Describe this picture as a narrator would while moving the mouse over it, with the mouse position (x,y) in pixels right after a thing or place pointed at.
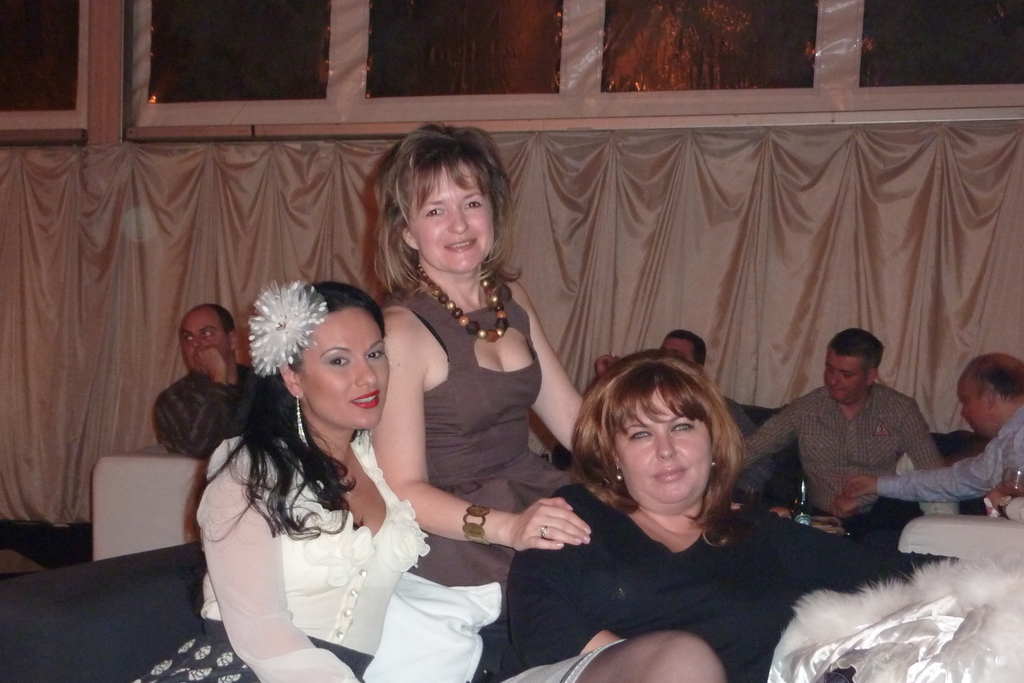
In this image, I can see the groups of people (530,333) sitting. These are the curtains (920,340) hanging. I think these are the windows (483,90). On the right side of the image (837,620), that looks like a cloth (927,657), which is white in color. I think this is a couch (130,611).
